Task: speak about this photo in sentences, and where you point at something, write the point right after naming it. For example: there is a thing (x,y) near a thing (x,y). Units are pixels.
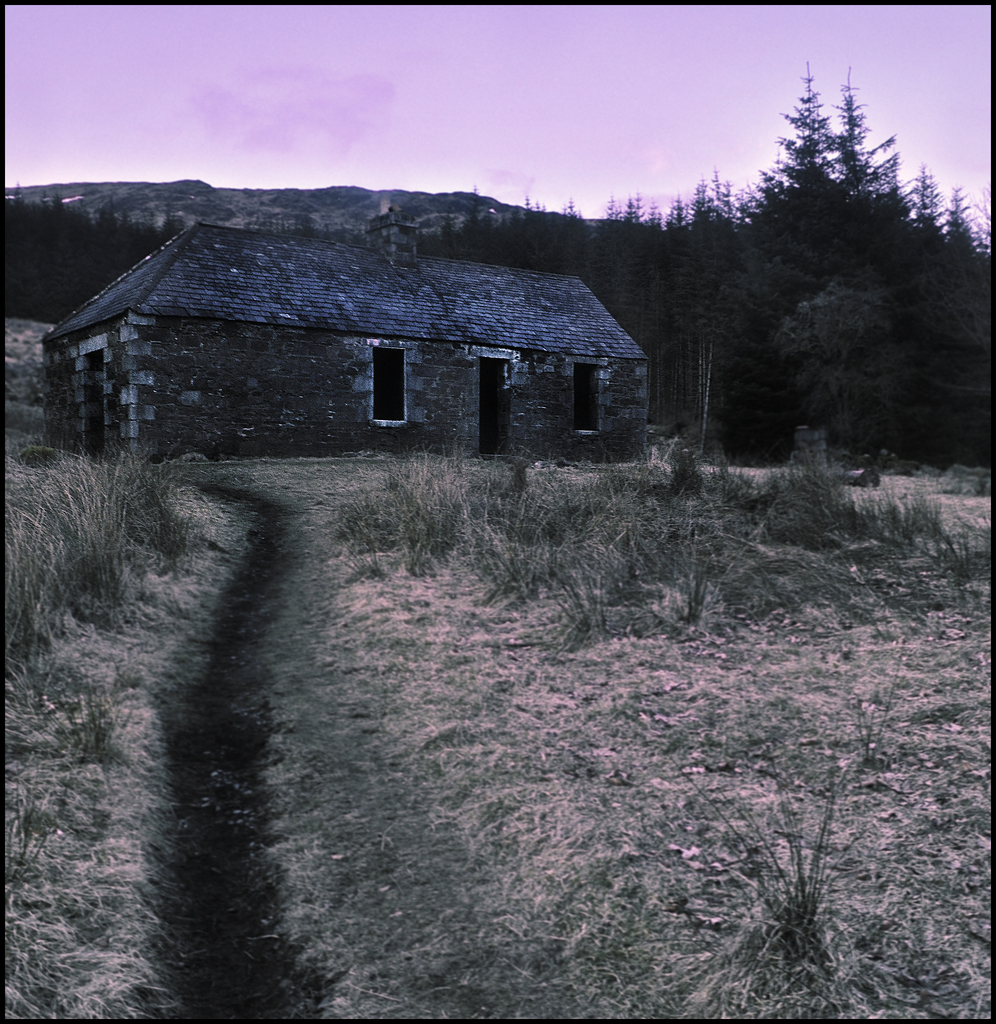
In this image I can see the ground (564,749), some grass (568,701) and the path (224,813). In the background (248,434) I can see the house (252,320), few trees (739,375), a mountain (431,226) and the sky (265,173).
